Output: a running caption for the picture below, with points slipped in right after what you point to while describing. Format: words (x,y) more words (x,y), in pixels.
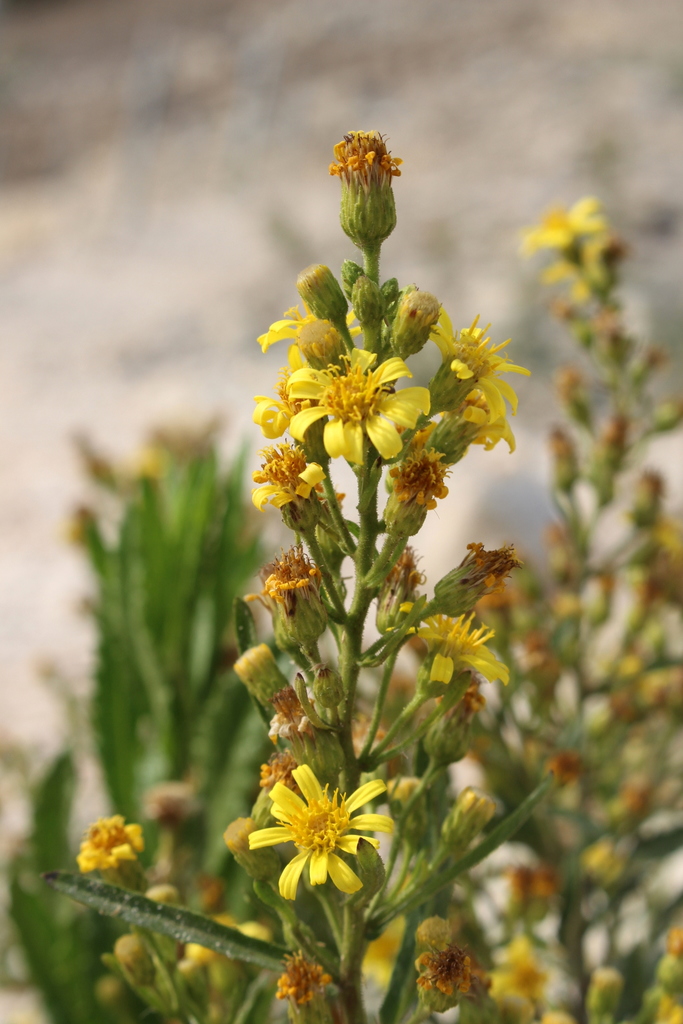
This image is taken outdoors. In this image the background is a little blurred and there are a few plants (559,611). In the middle of the image (325,546) there is a plant (246,951) with yellow colored flowers (304,473) and buds (377,303).
